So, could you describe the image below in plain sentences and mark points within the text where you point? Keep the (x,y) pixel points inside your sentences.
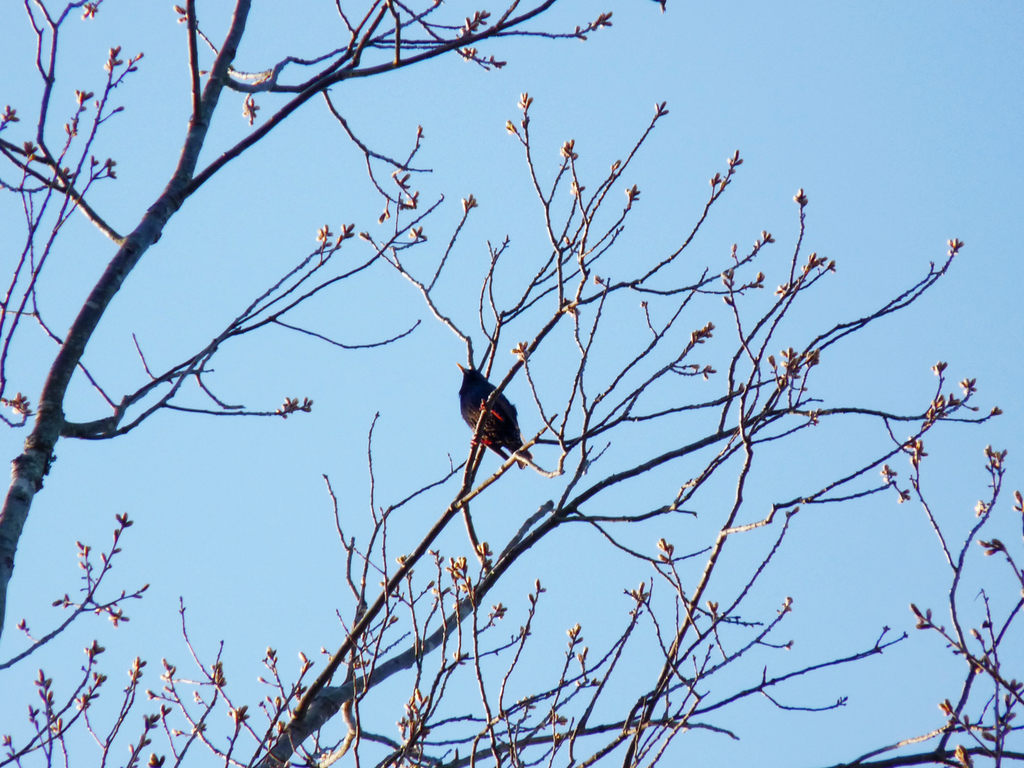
In this image we can see a bird (504,398) sitting on the small branches (668,459) of the tree (711,439). And we can see the sky (370,95).
